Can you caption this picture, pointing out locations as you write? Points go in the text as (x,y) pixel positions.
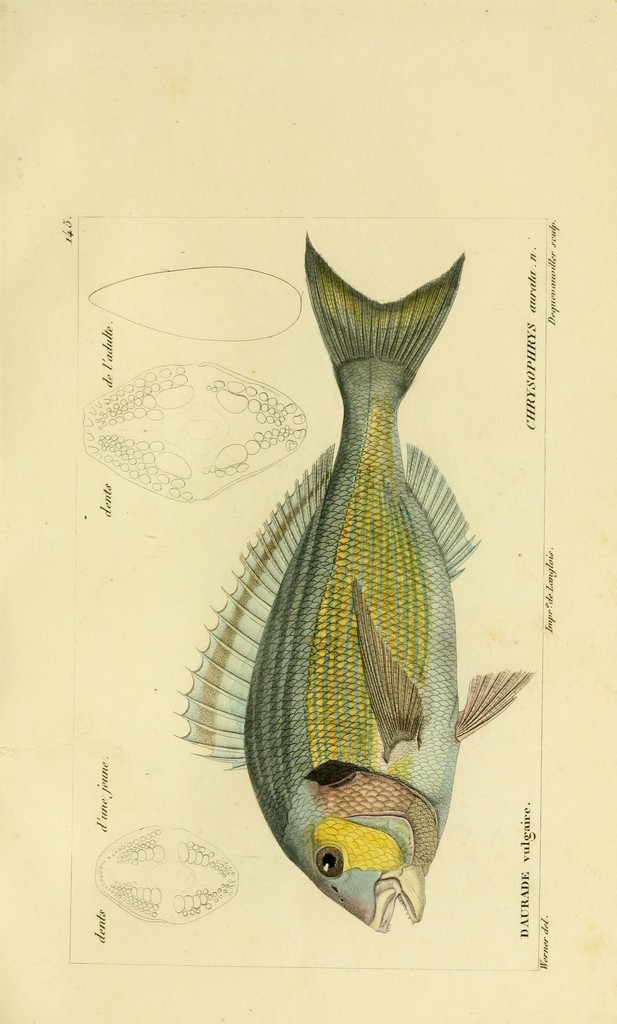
In this image I see the light brown color paper (141,135) on which there is a diagram (372,710) of a fish (386,680) which is colorful and I see few sketches (222,432) over here and I see few words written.
